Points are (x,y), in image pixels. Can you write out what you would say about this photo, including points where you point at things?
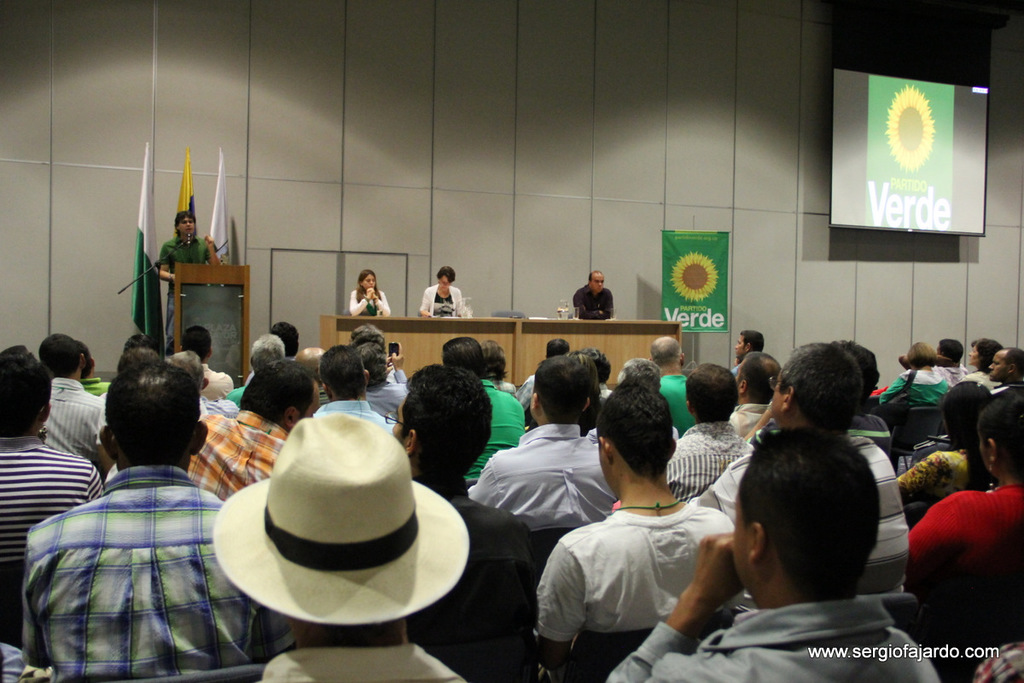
In this image I can see a crowd (474,394) is sitting on the chairs (932,629) and a text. In the middle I can see three persons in front of a table (403,339). In the background (96,195) I can see a wall (161,119), flags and a screen (840,176). This image is taken in a conference hall (873,155).
